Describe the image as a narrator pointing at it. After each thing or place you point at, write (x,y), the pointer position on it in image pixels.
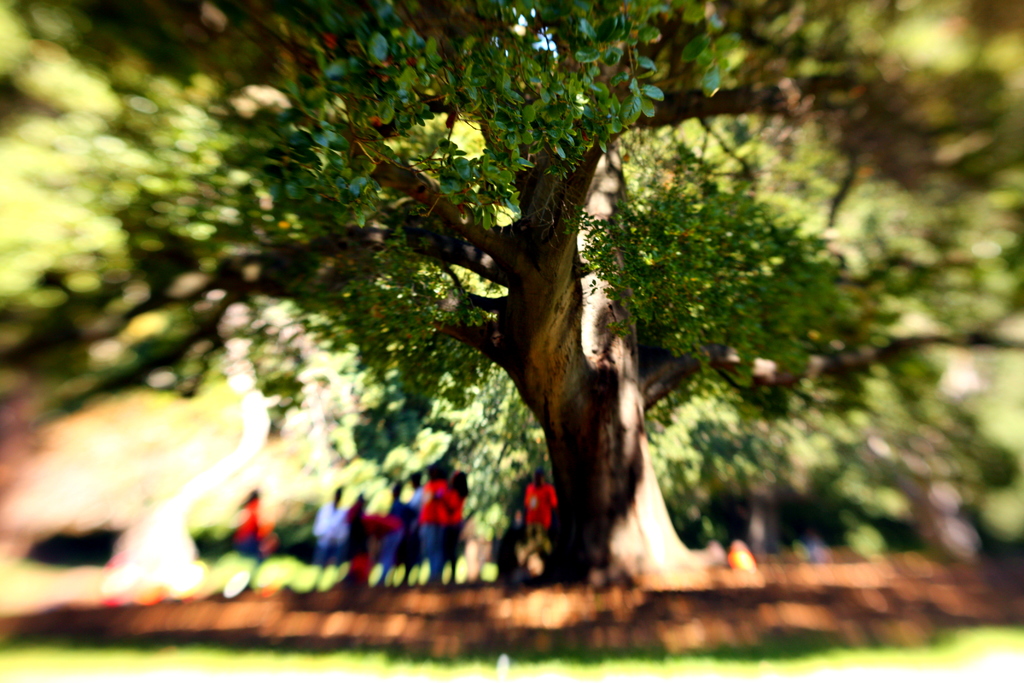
In this image we can see the trees (809,267) and also the people (404,531). We can also see the grass (270,579) and some part of the image is blurred.
